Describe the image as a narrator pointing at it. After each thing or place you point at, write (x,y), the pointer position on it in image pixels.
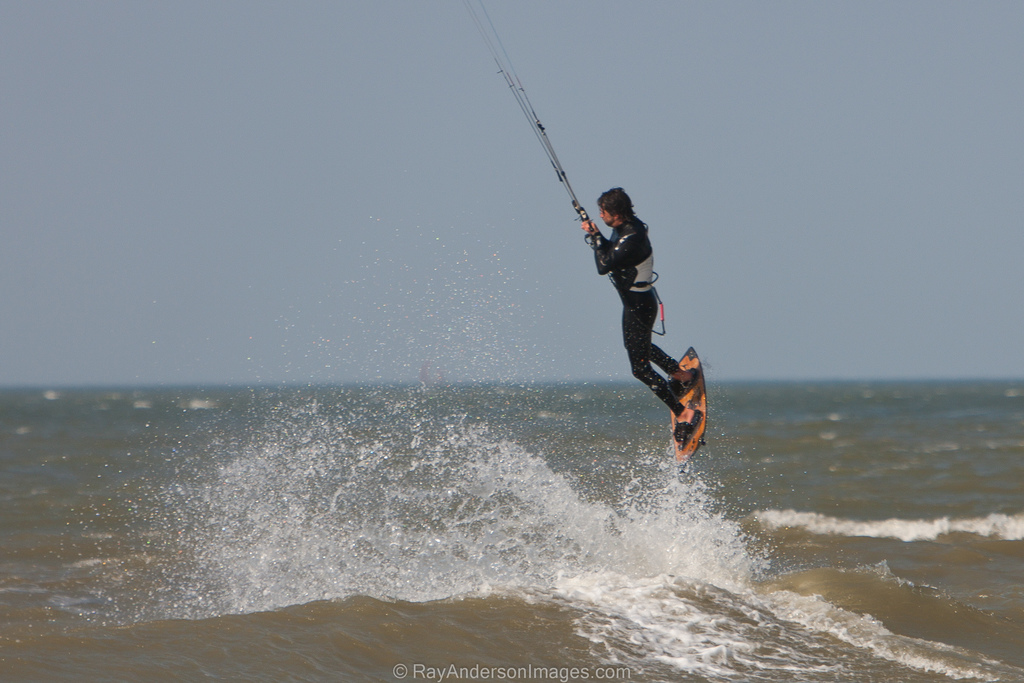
In this image I can see the person (637,313) with the surfboard (696,419) and holding the ropes (560,164). I can also see the water (330,510). In the background (335,245) I can see the sky (420,232).
